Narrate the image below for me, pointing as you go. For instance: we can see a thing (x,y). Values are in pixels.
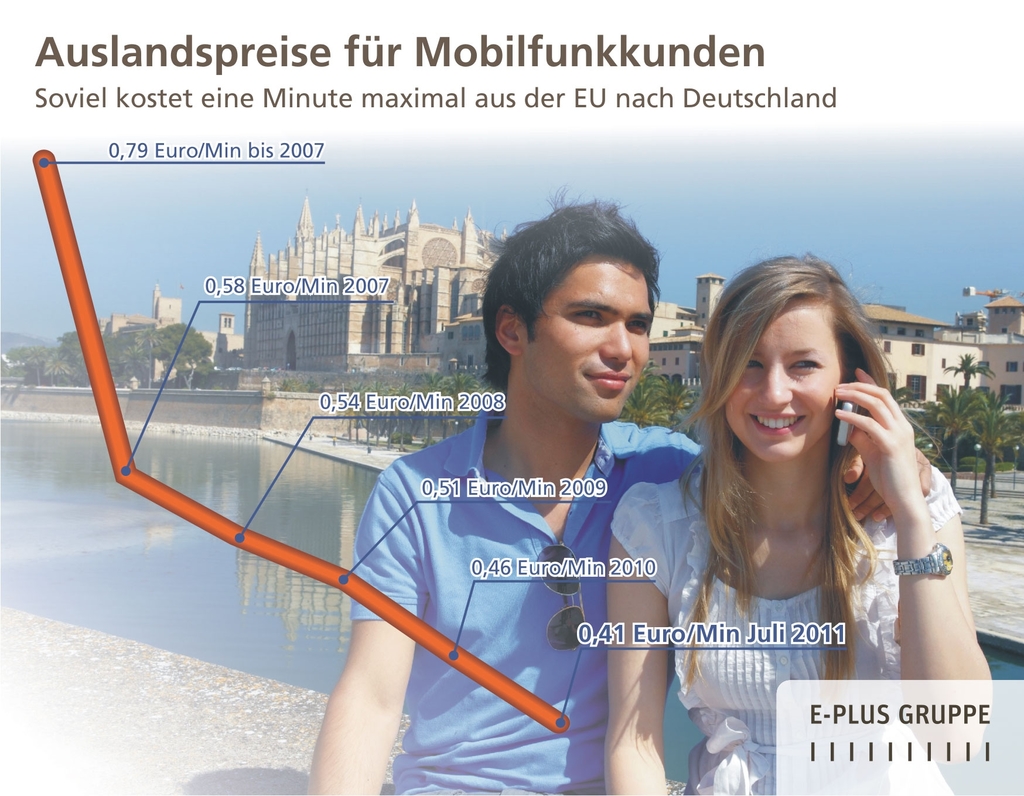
In this image, on the right side (685,621), we can see two people (510,628) man (604,591) and woman (623,614) are sitting on the bench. On the left side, we can see some text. In the background (99,548), we can see a water (267,532) in a lake (344,523), building (253,336), houses (969,342). At the top (963,248), we can see a sky (847,249).
